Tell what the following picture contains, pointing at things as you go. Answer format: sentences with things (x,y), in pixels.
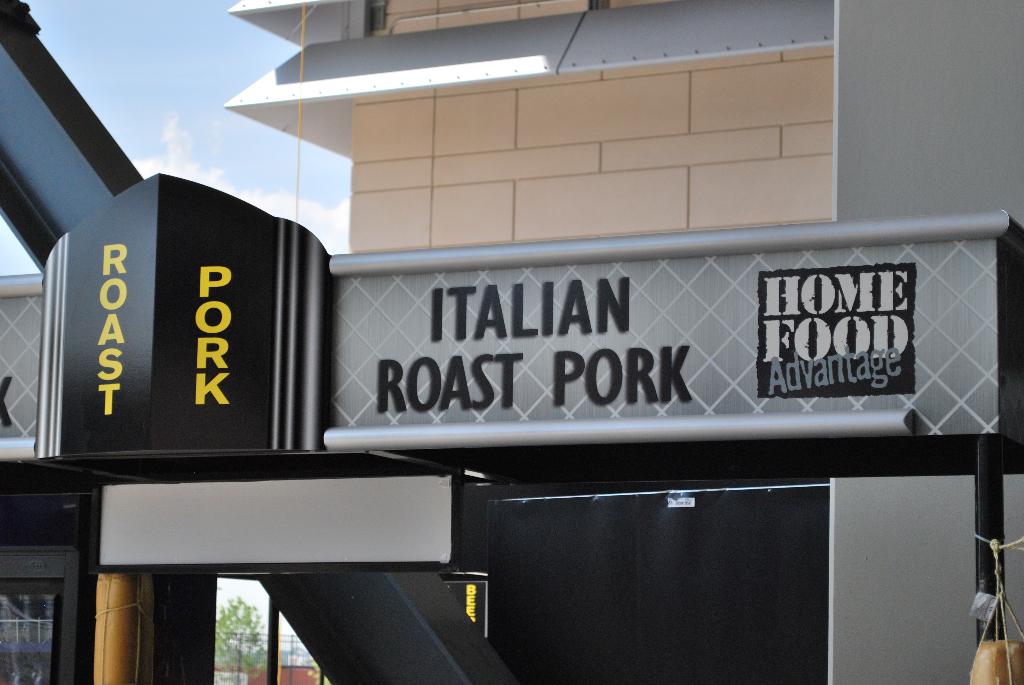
In the image there is a building (752,17) with an arch (85,284) in front of it, this seems to be restaurant (190,187), on the top (169,88) its sky (163,118).
